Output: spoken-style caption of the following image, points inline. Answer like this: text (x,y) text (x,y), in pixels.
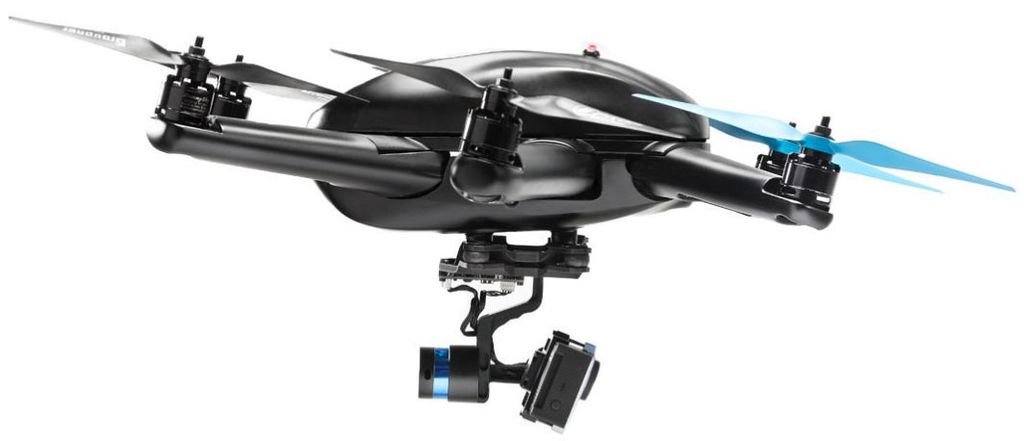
In this image I can see a black color machine (430,184). The background of the image (54,402) is white in color.
